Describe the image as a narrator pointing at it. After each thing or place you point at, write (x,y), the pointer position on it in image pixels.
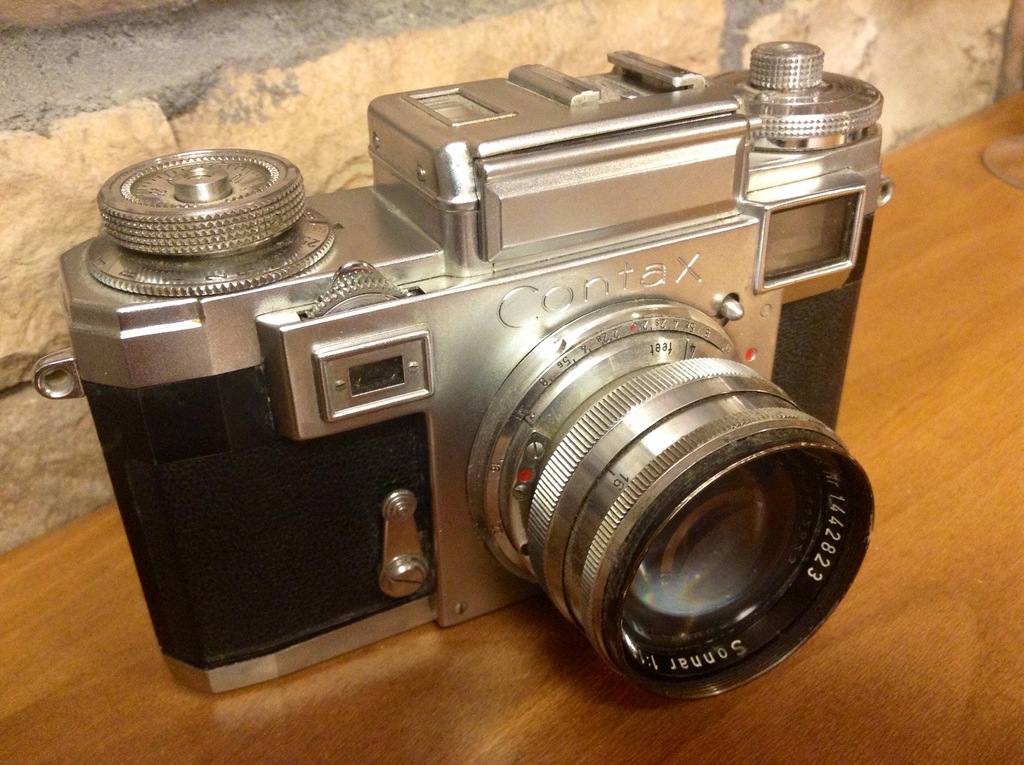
This is a zoomed in picture. In the foreground (967,347) there is a wooden table (942,757) on the top of which a camera (438,414) is placed and we can see the text (591,285) on the camera (635,245). In the background (460,47) there is a wall (502,24).
